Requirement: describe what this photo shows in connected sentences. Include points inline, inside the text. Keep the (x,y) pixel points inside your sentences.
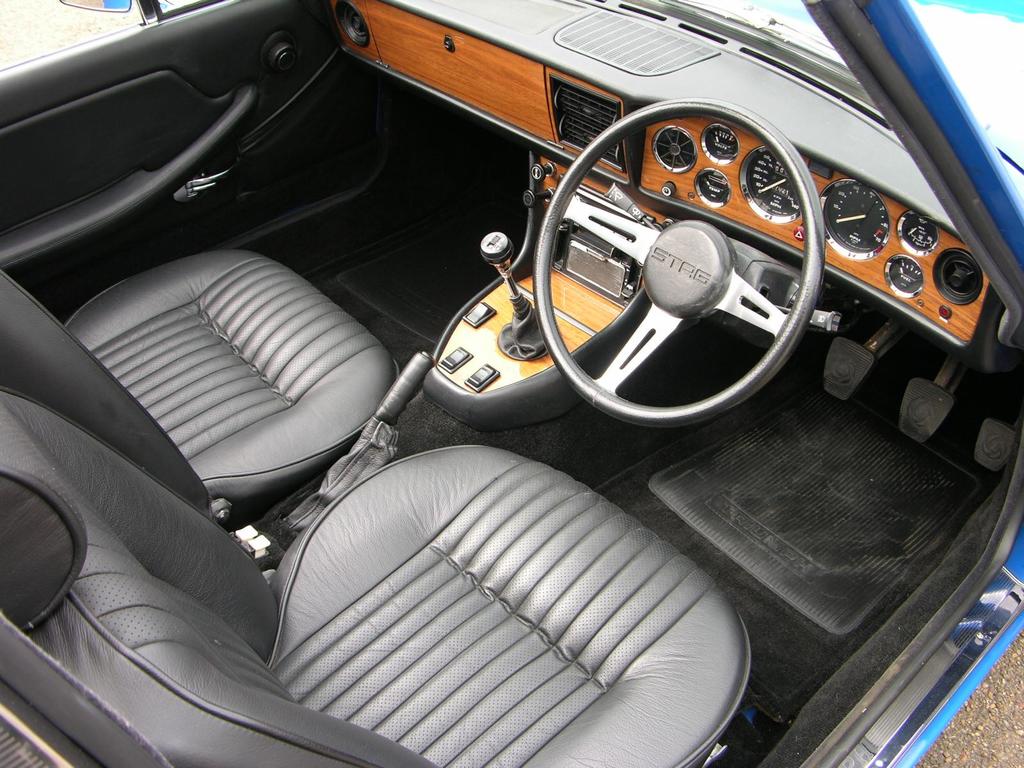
This picture is clicked inside the car (669,494). Here, we see two seats (208,509), steering wheel (653,248), gear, brake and clutch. We even see the mirror (109,6) and front glass (781,42). In this picture, we see some inner parts (822,338) of the vehicle (390,442).
